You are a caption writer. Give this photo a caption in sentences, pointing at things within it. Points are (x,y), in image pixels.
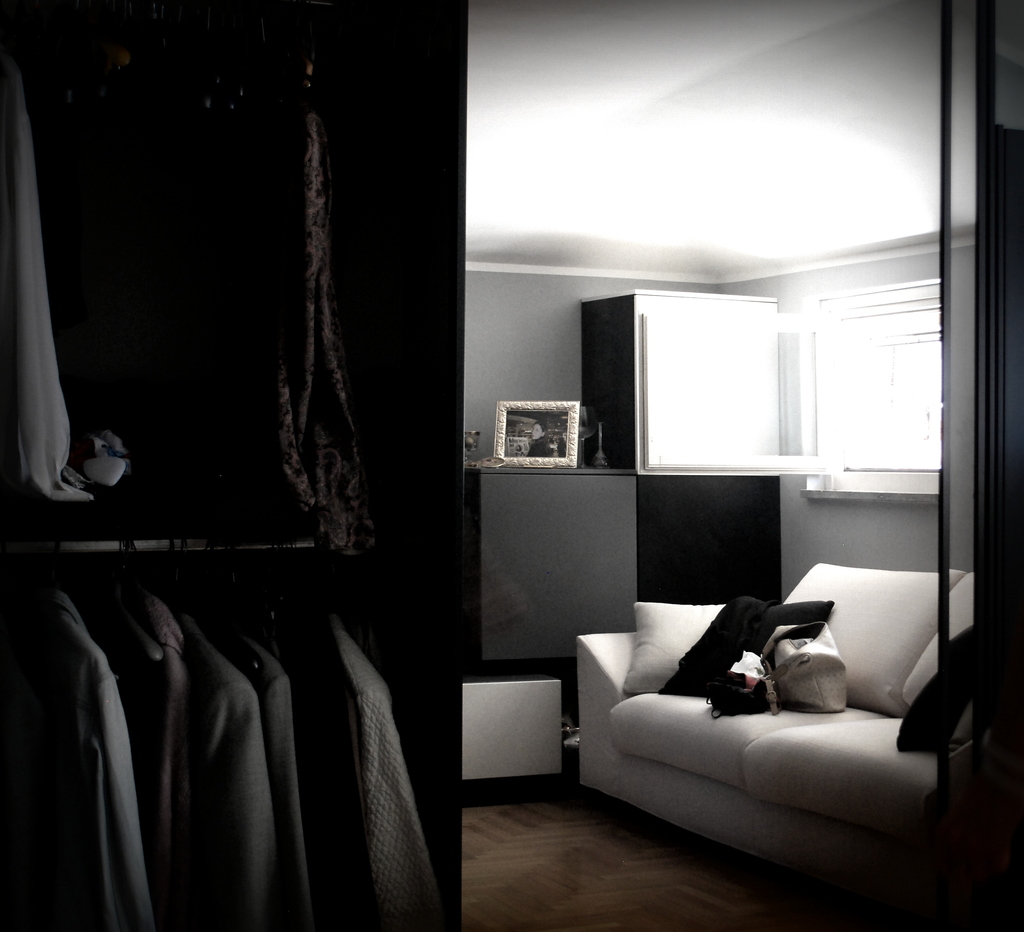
In this image I can see a couch (957,586), handbag (812,673) and a pillow (952,646). In front (241,477) i can see a cupboard (228,519) where dress (202,682) are kept. There is a frame (520,413).
